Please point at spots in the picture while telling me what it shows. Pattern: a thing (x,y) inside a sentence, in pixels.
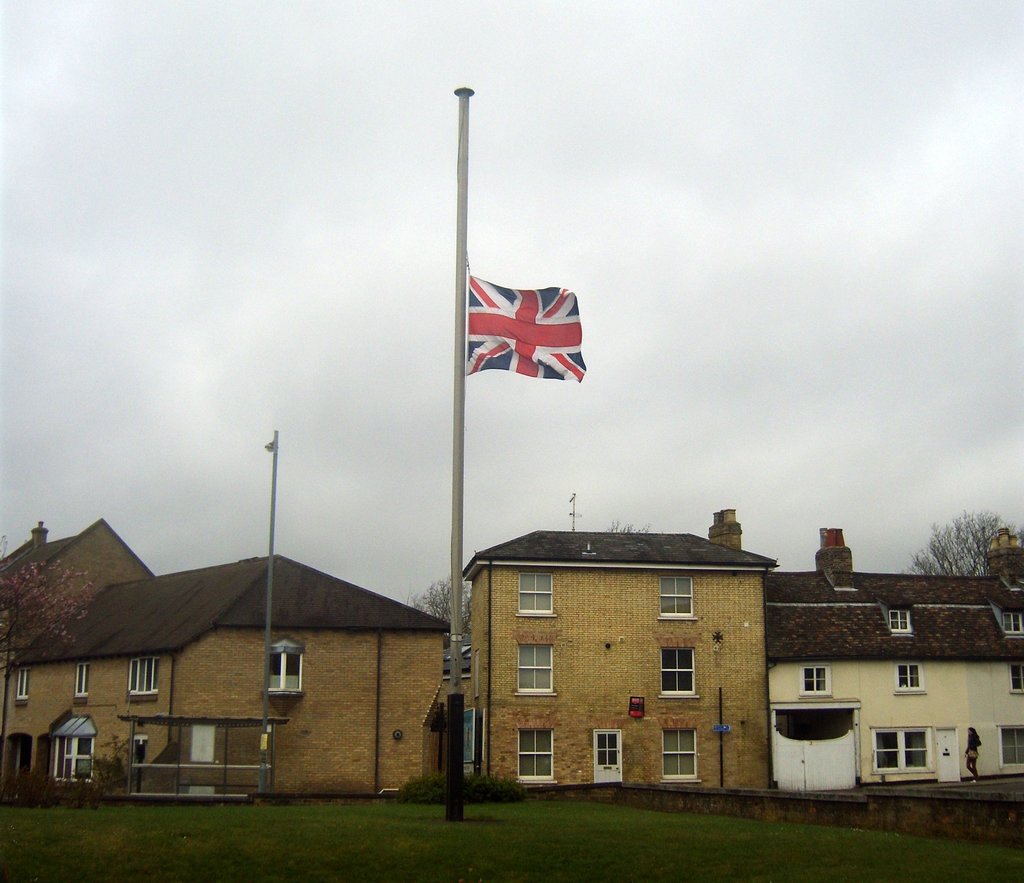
In the center of the image (506,319) we can see a flag (494,329) on a pole (463,294). In the background (961,761), we can see a woman (974,771) standing on the ground (445,829), a group of buildings (416,702) with windows (910,678), tree (982,566) and the sky (707,358).
